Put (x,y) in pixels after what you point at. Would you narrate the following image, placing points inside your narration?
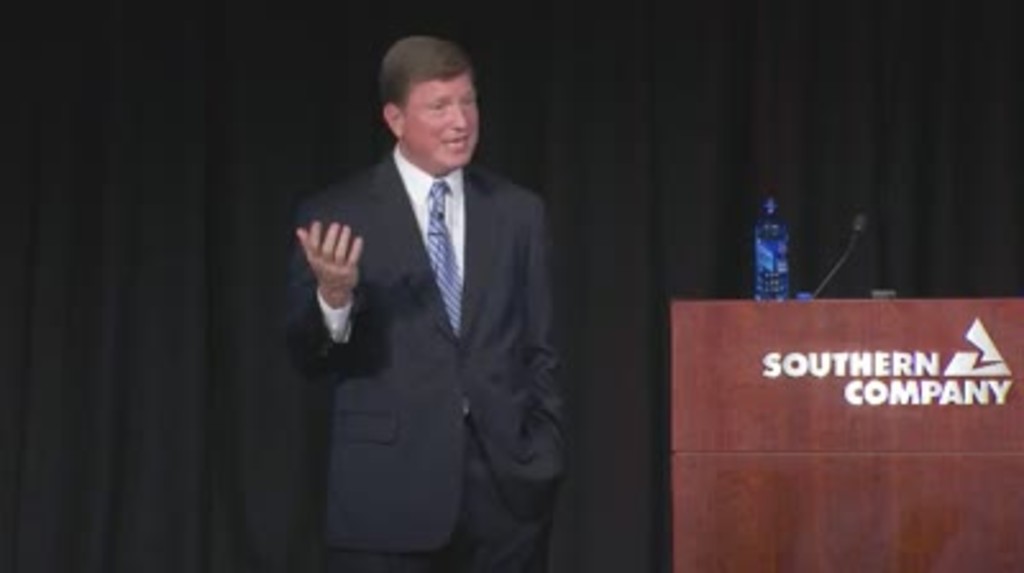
The person (476,368) wearing black suit (463,385) is standing and there is a wooden stand (818,418) beside him which has a mic (828,277) and water bottle (759,284) placed on it.
